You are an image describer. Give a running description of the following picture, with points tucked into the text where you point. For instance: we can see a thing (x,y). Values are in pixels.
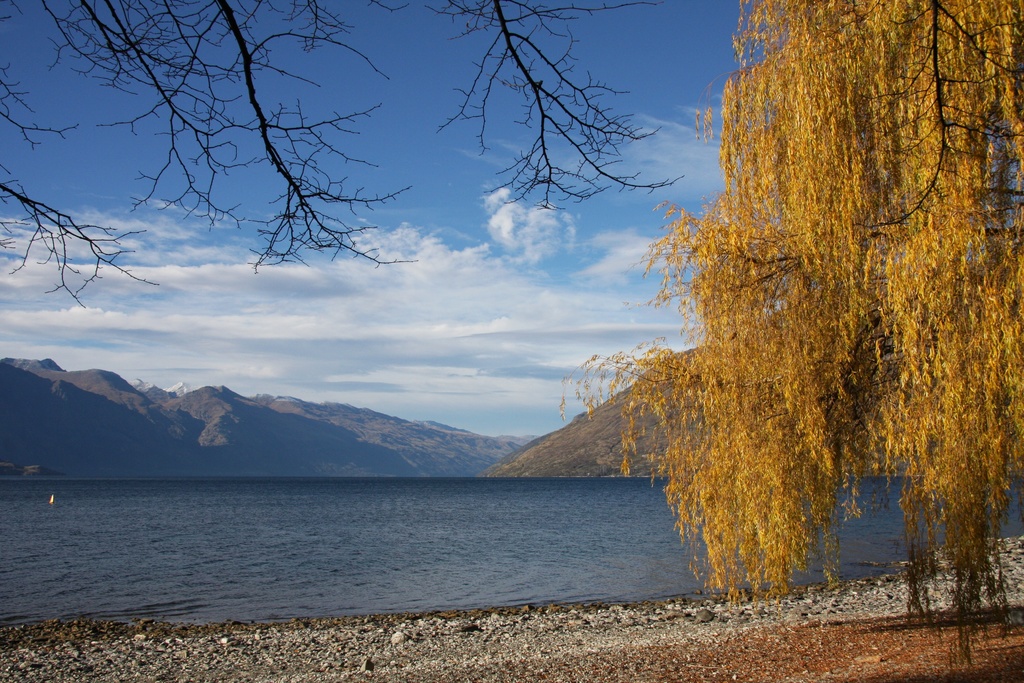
In this image I can see few trees (732,324) in the front (741,367) and in the background (281,533) I can see water (296,566), mountains (234,438), clouds (457,332) and the sky (440,195).
